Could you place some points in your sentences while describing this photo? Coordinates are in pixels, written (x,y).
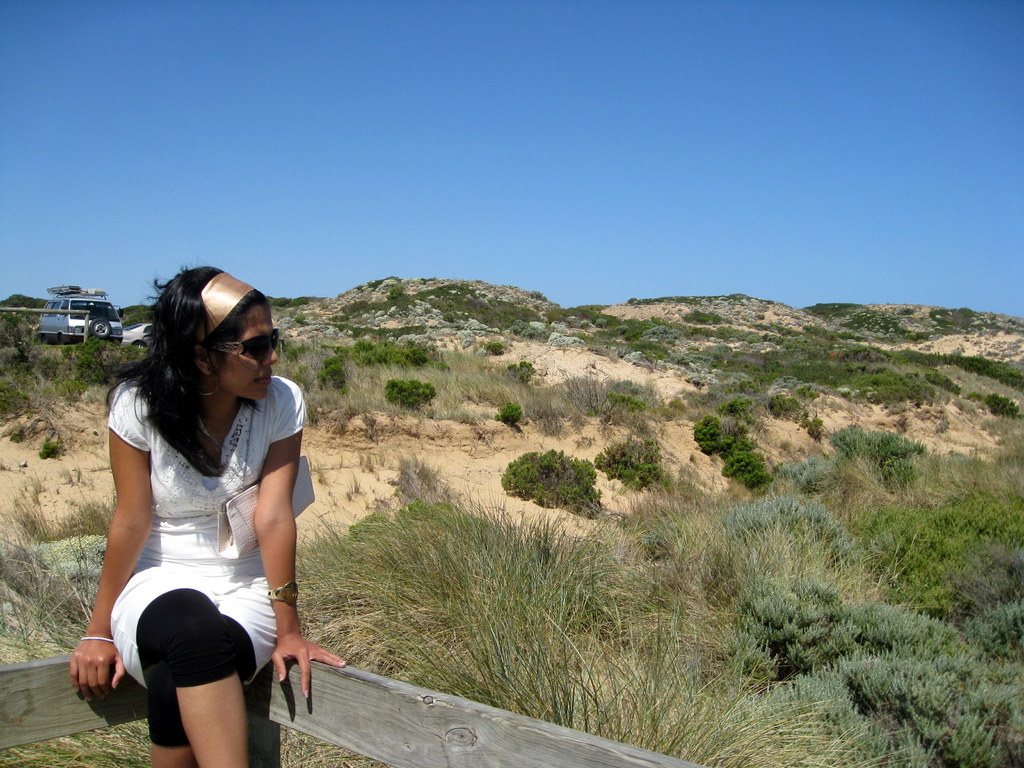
In this picture we can see a woman (142,533) who is sitting here and she wear goggles (257,357). These are the plants (700,582). And we can see vehicles (100,321) here. There is a sky (738,163).
